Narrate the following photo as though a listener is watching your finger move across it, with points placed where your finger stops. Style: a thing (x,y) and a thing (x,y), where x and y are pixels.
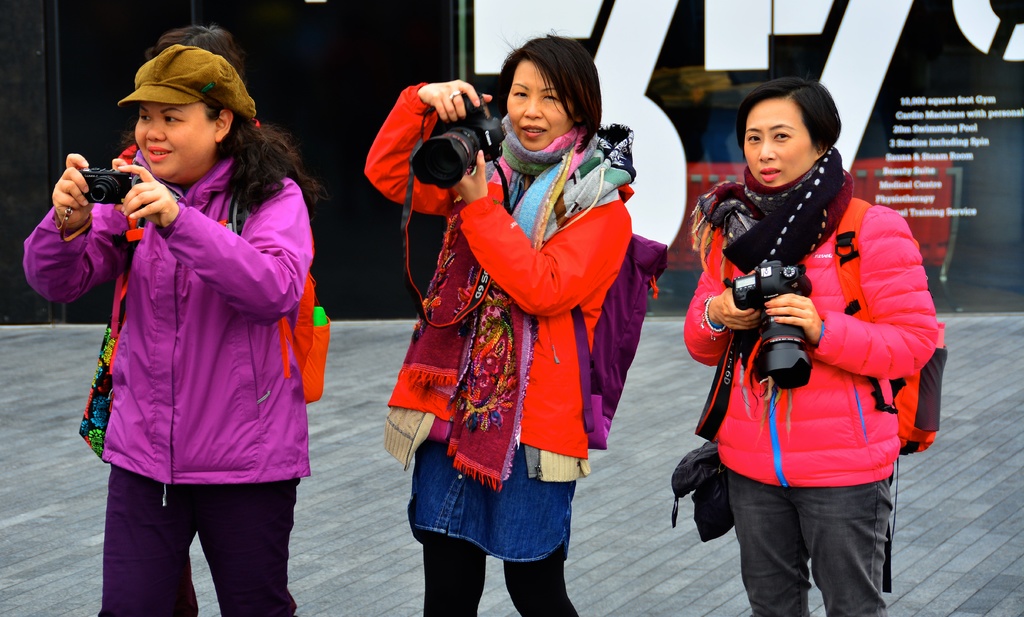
In the image there are three ladies (540,337) holding a camera (746,306).
